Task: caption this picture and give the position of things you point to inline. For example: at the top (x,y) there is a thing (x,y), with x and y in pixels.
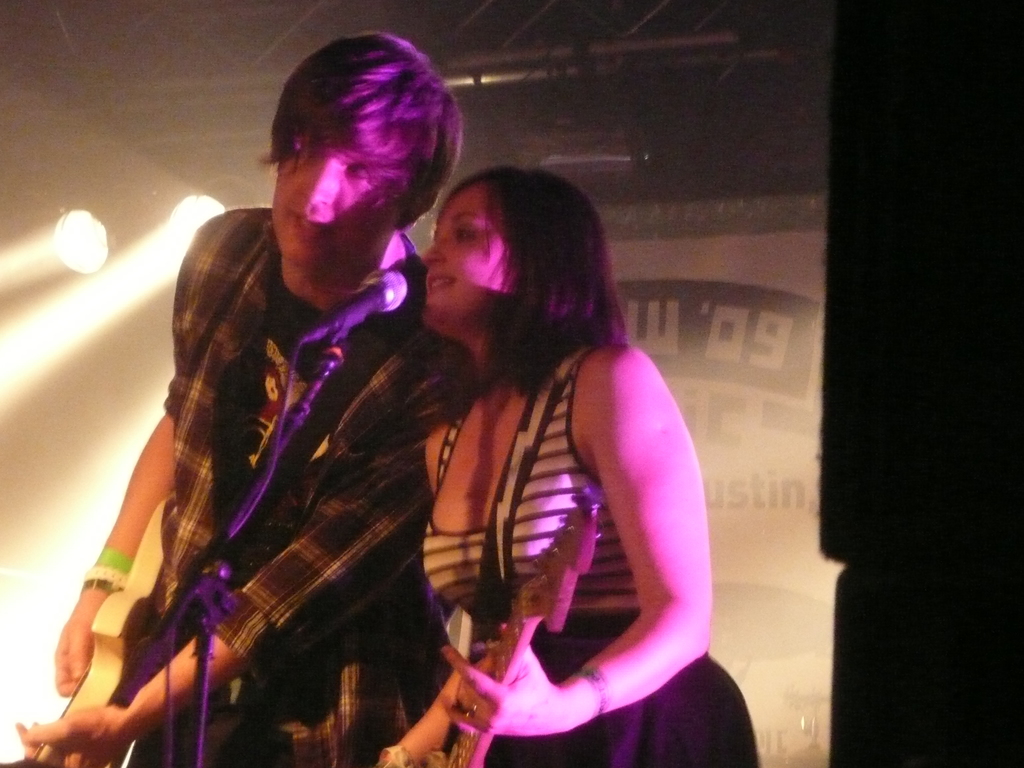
The picture is clicked in a musical concert where a guy (318,284) and a lady (447,311) is singing through a mic (387,306) placed in front of them. In the background (769,244) there are lights (179,222) fitted to the roof (589,134) and there are posters (774,635).
